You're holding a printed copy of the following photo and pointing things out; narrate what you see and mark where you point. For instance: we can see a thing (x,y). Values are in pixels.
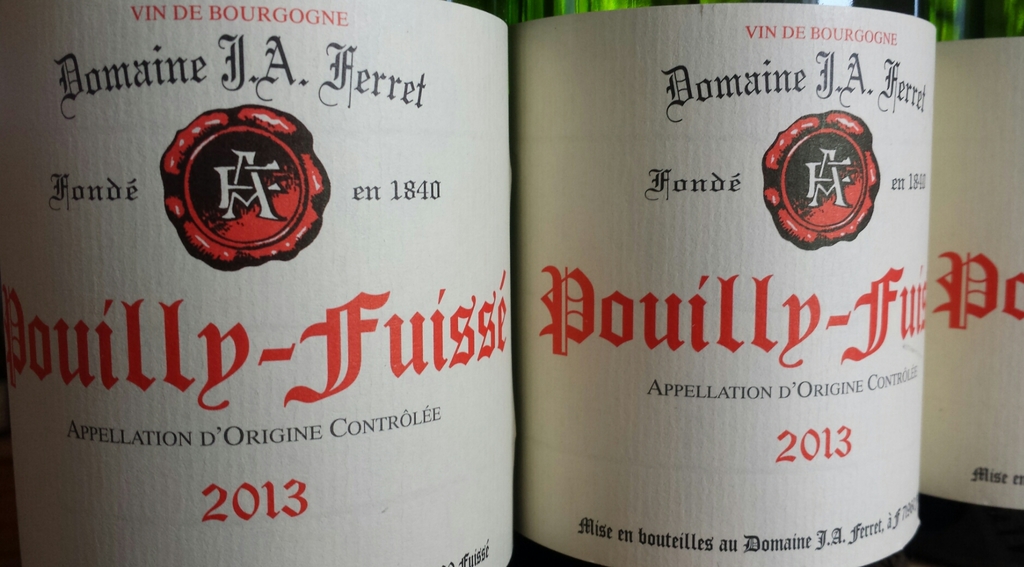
In this image, we can see stickers (555,383). Here we can see some text (850,356) and logos (853,161). Top of the image (998,2), we can see green color.
